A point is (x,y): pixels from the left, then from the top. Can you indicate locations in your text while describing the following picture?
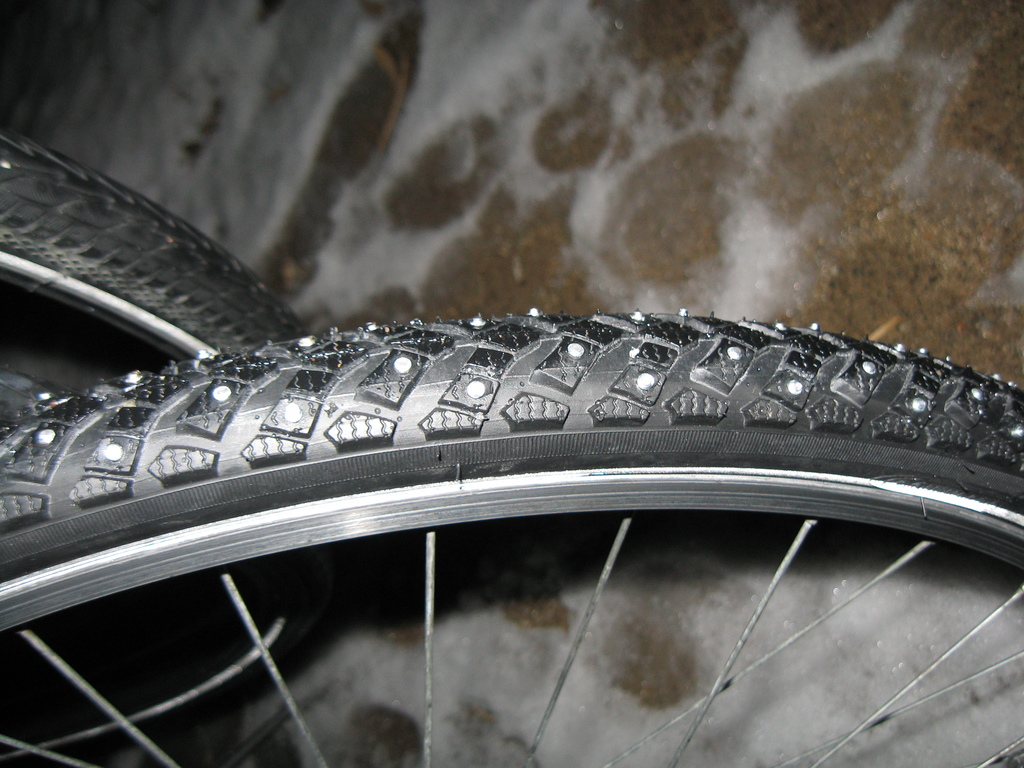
In this image I can see two bicycle wheels (362,490). We can see black color tires (471,378).
